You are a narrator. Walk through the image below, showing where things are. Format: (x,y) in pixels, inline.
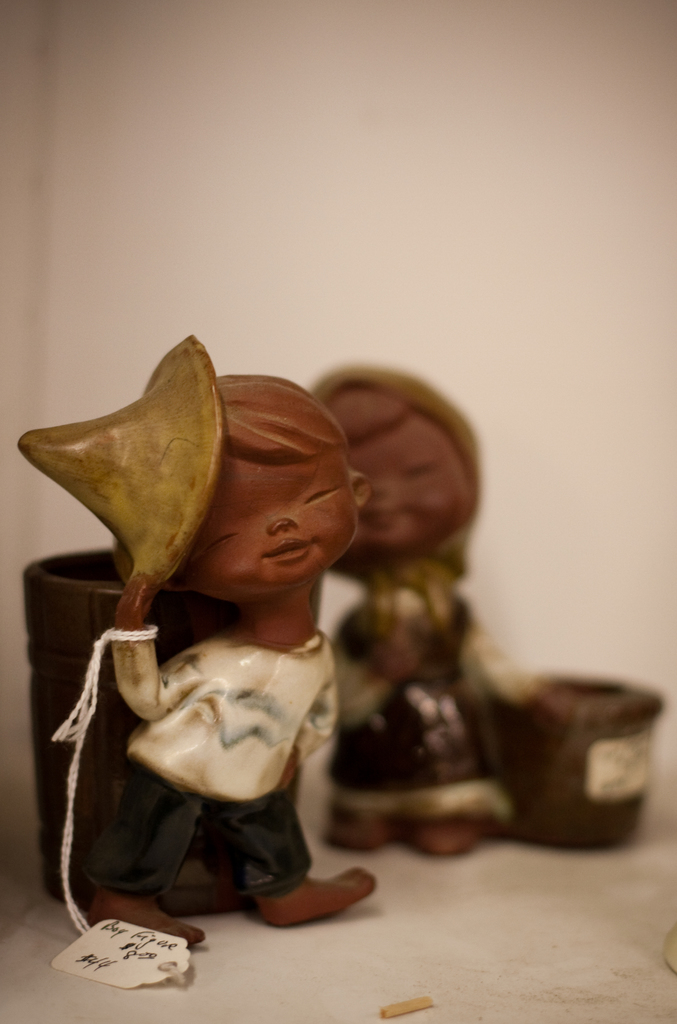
In the image there is a doll (166,673) and there is another doll (372,600) behind that but it is blurred.
